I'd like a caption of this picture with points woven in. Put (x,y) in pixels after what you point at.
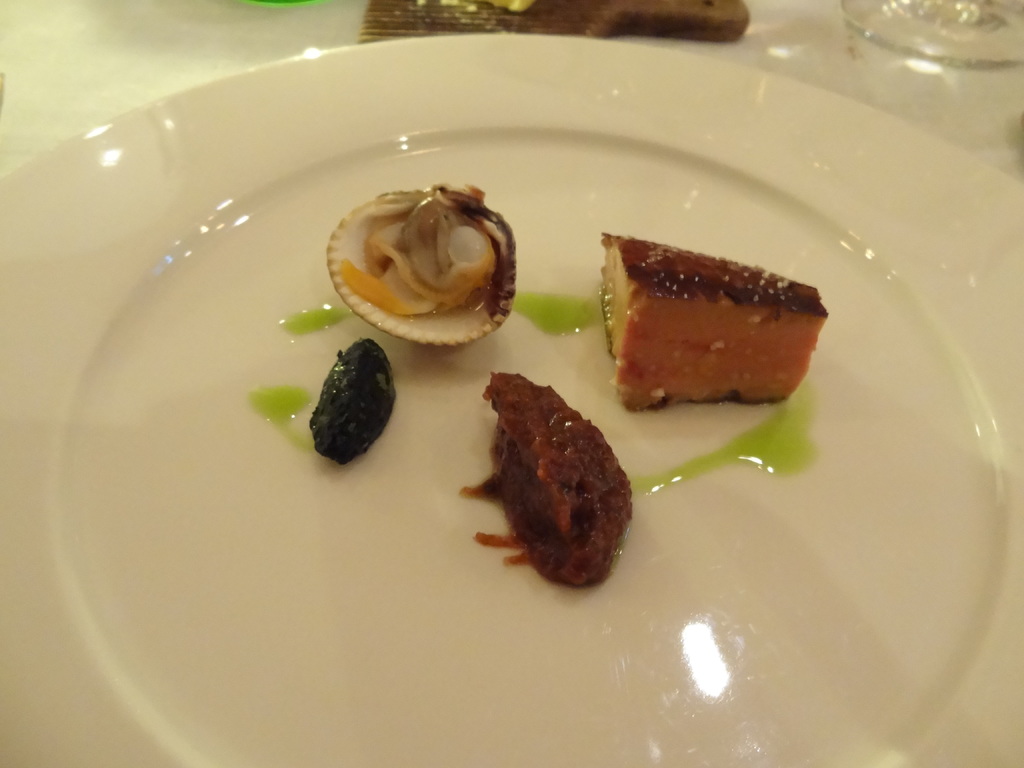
In this picture there are few eatables (663,269) placed in a white plate (457,436) and there are few other objects (683,33) in the background (698,33).
